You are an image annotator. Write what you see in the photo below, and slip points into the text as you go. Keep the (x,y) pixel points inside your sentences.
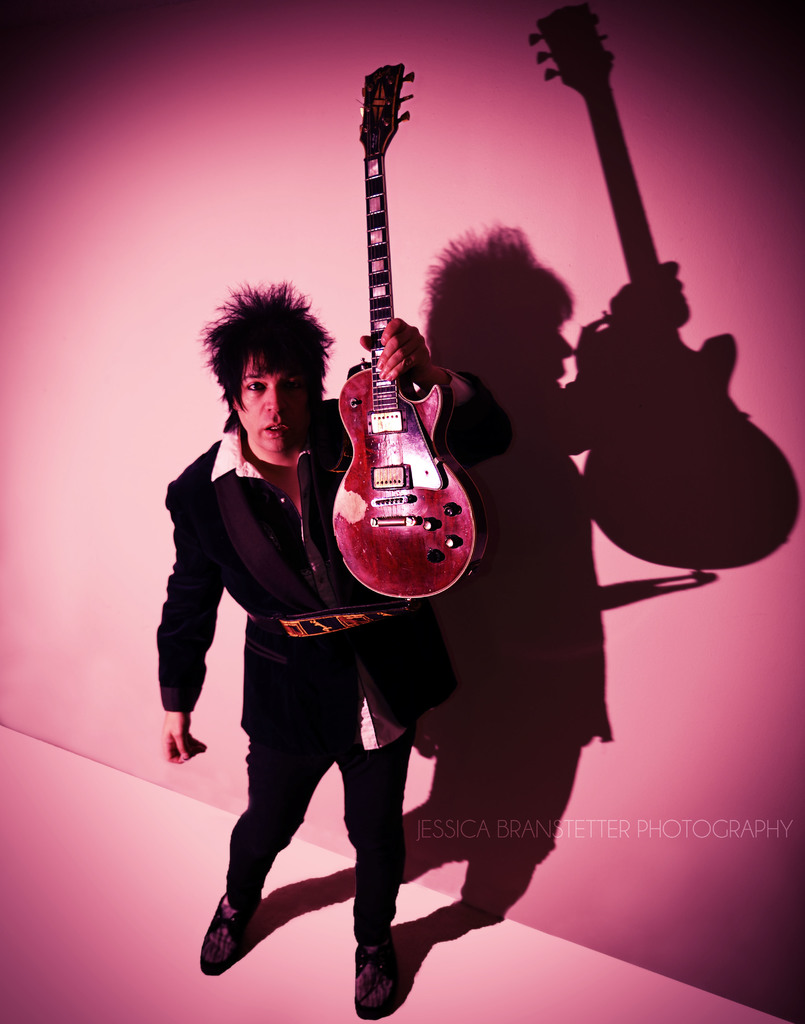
In this image I can see the person (253,545) standing and holding the musical instrument (426,497) and the person (262,537) is wearing black blazer (225,515), white shirt (234,456) and the background (13,434) is in pink and white color.
